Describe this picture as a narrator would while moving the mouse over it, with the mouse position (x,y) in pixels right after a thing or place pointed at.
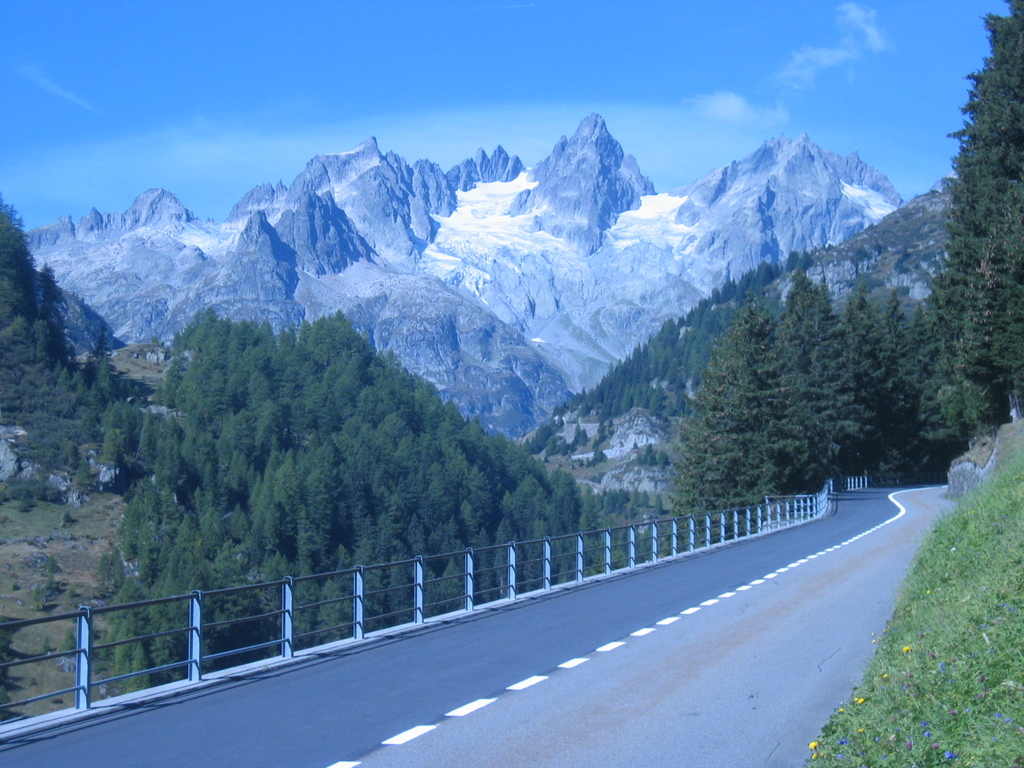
In this image we can see a road (617,634) and fencing (509,583). Right side of the image (886,635) plants (934,654) are there. Background of the image (718,208) mountains (448,308) and trees (217,401) are present. The sky (245,76) is in blue color.
